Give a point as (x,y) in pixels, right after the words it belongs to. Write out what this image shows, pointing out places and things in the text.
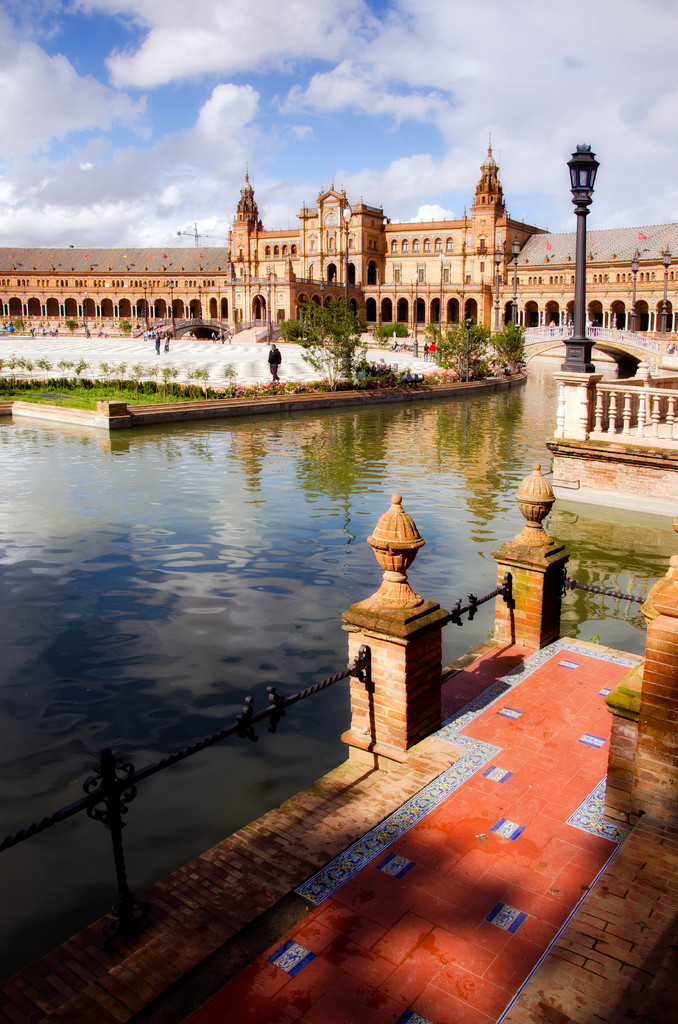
In the background (390,156) we can see the sky (384,107) with clouds (416,70). We can see a castle (319,243). We can see water (349,468), fence (520,500), people (367,367), grass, trees (505,339). On the right side (585,183) we can see a light pole (582,191), railing (565,427), the wall (634,476).
